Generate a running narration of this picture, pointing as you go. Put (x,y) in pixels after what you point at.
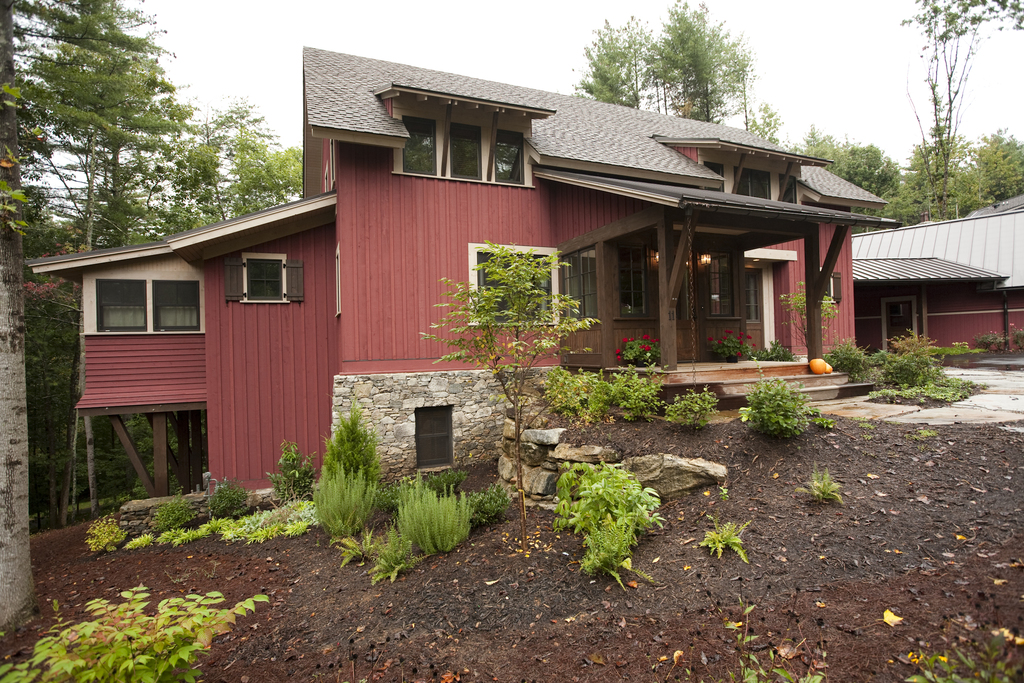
In this image, we can see a house (585,252) and in the background (952,119), there are trees (888,163) and we can see some plants (694,409). At the bottom (541,618), there is ground (604,609).
